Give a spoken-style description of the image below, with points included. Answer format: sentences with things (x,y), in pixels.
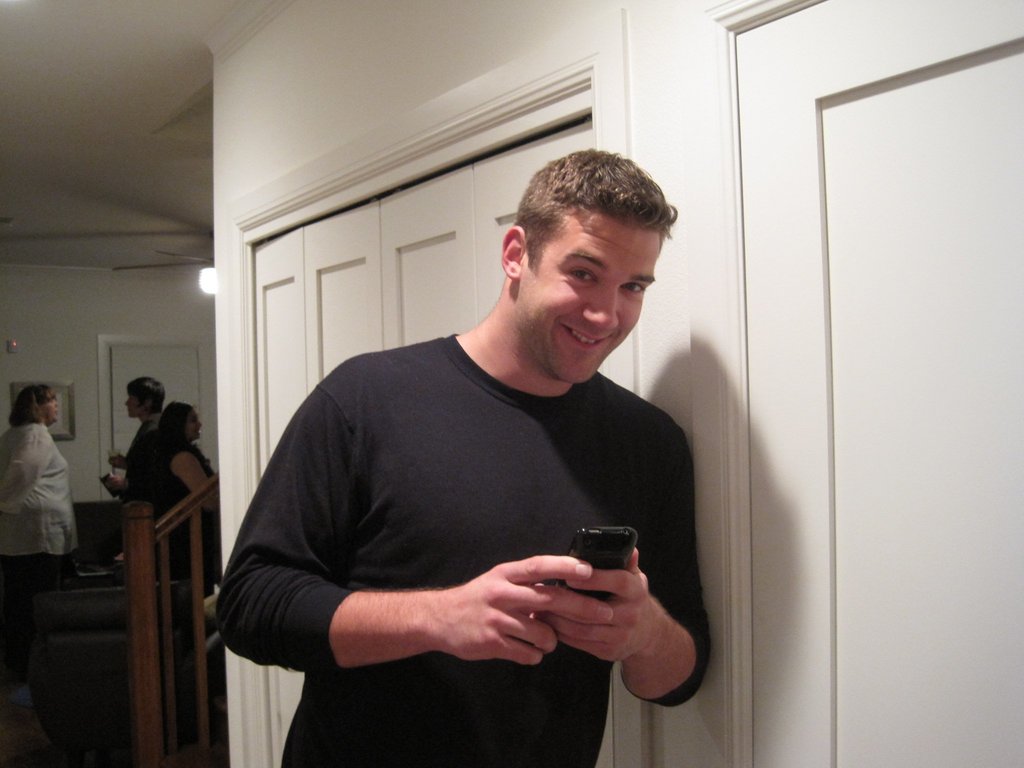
In the center of the image (537,449) we can see a man (552,340) standing and holding a mobile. On the left (29,470) there are people (170,445). In the background (367,327) there are doors (378,274), wall (230,297) and a light (208,293).
